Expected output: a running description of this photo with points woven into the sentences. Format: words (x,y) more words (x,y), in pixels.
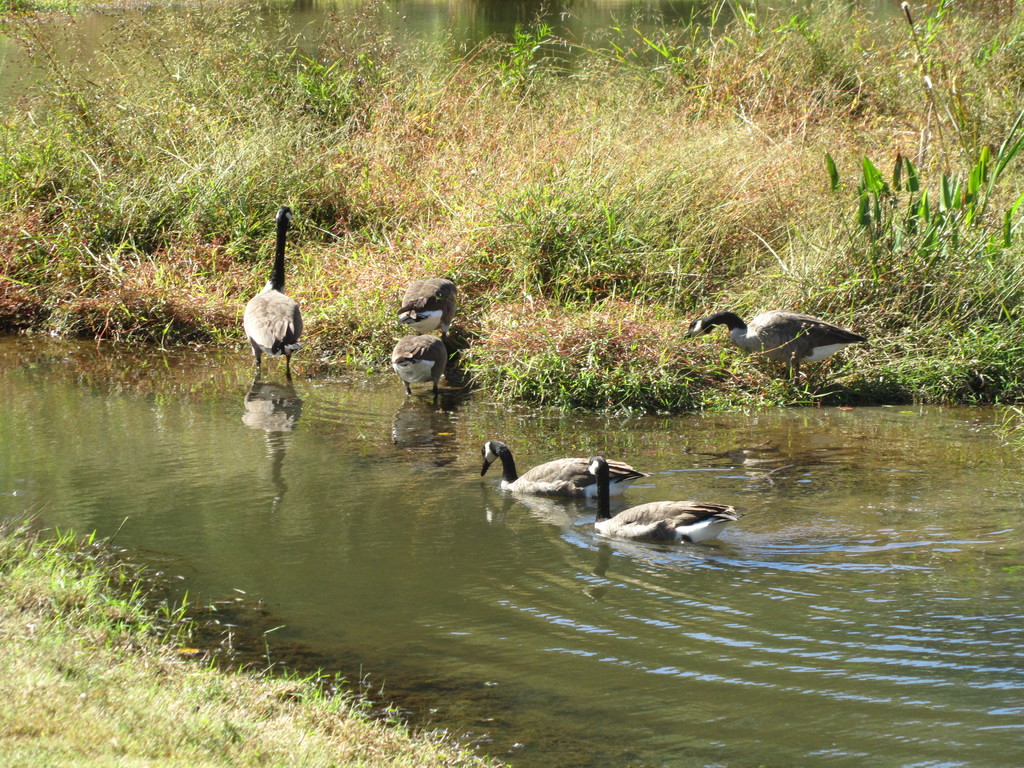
In this image, we can see few birds (778,313) and water (428,608). Top of the image (455,240), we can see plants (546,256). On the left side (186,730) bottom corner, we can see grass (159,739). Here we can see few birds (603,500) are in the water (434,457).
